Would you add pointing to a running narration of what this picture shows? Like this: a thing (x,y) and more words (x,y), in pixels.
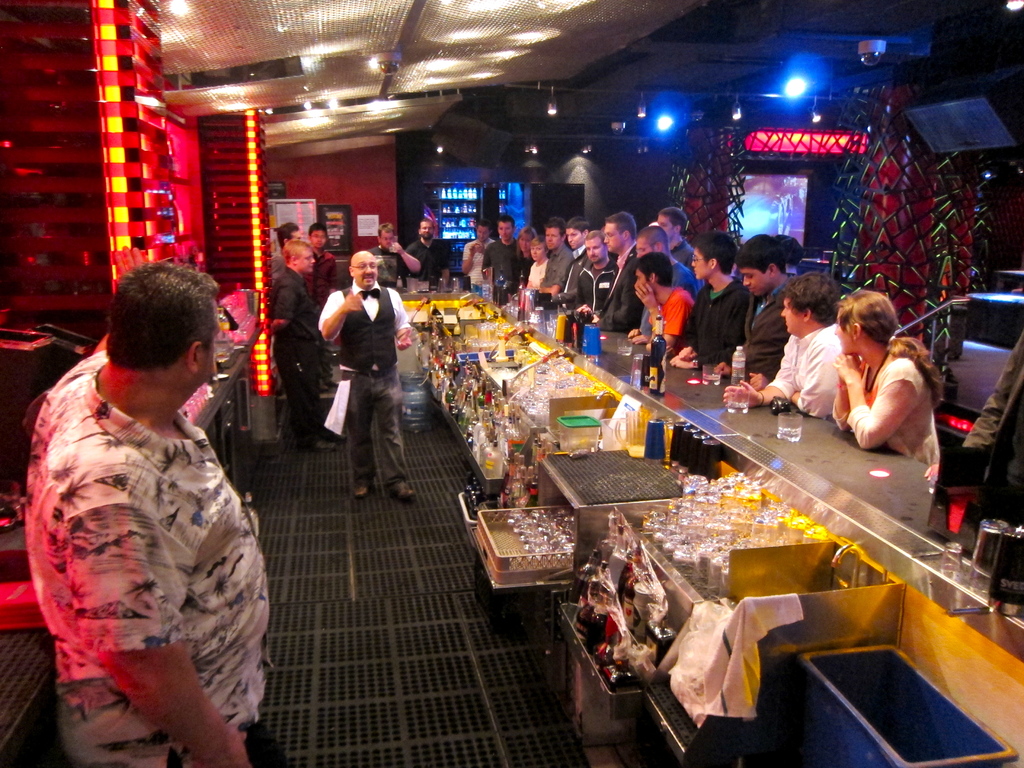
In the middle (353,321) a man (368,299) is standing, he wore a black coat (389,347). In the right side (901,440) few other people (907,425) are standing, it looks like a bar (862,495).
